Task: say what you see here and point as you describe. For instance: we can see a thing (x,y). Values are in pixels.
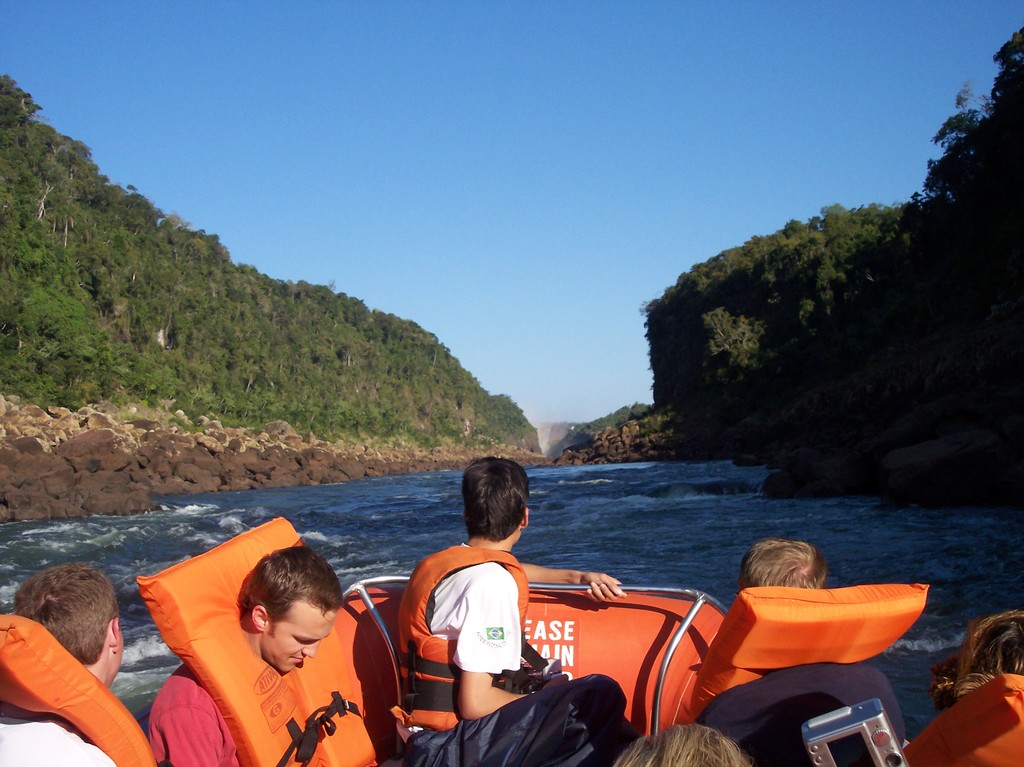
In this image in the center (514,463) there are persons (445,706) sitting on a surf boat (606,665). In the background (299,335) there are mountains (423,364) and in the center (622,488) there is water (594,508).
